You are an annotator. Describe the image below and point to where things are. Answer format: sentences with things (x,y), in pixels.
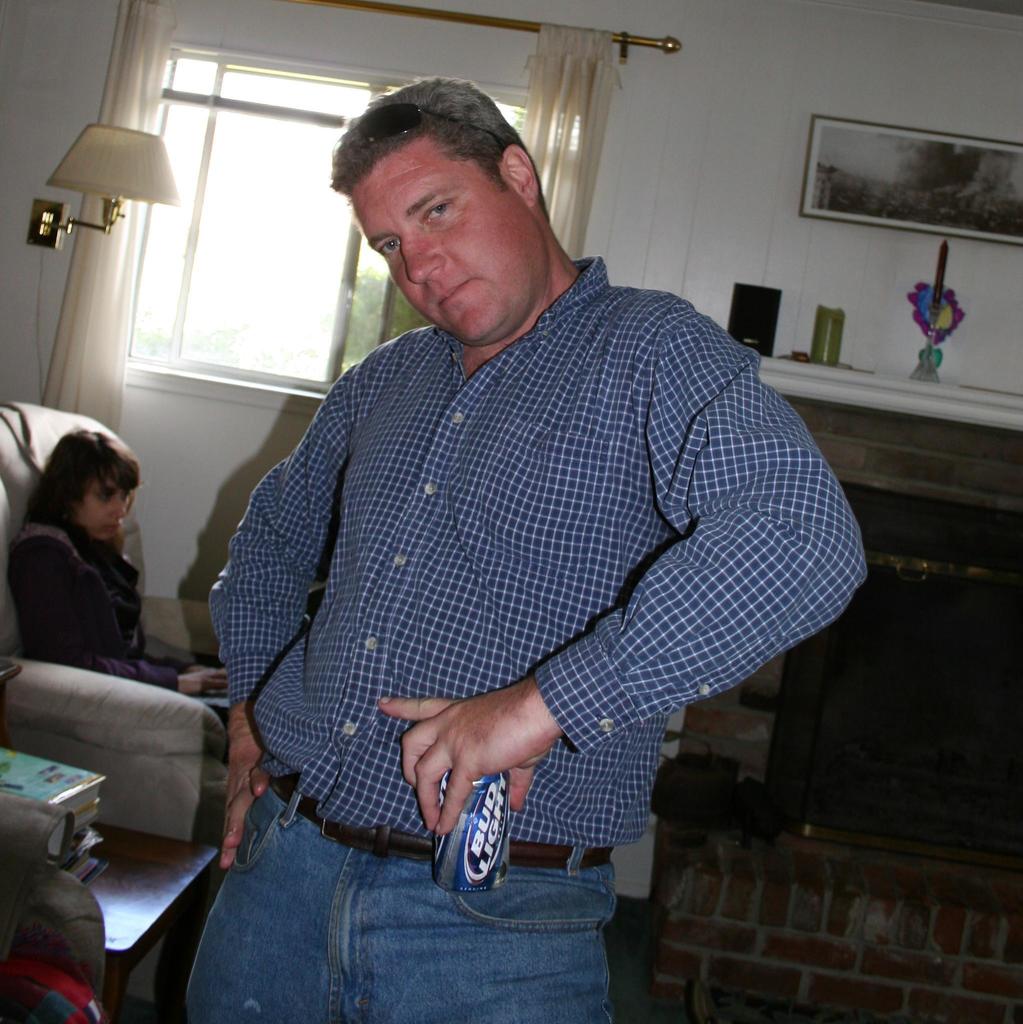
This picture is taken in a house (950,354). In the center of the picture (644,344) there is man (548,615) standing. On the left (188,874) there is a table (137,868), on the table (121,867) there are books (63,794). On the top left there is a couch (87,688) and a woman (125,622) seated in it. In the top (292,97) background (277,191) there is a window (192,232), curtain (121,218) and a lamp (122,155). On the right (954,456) there is a fireplace (956,639). On the top right (953,187) there is frame (1011,236).
